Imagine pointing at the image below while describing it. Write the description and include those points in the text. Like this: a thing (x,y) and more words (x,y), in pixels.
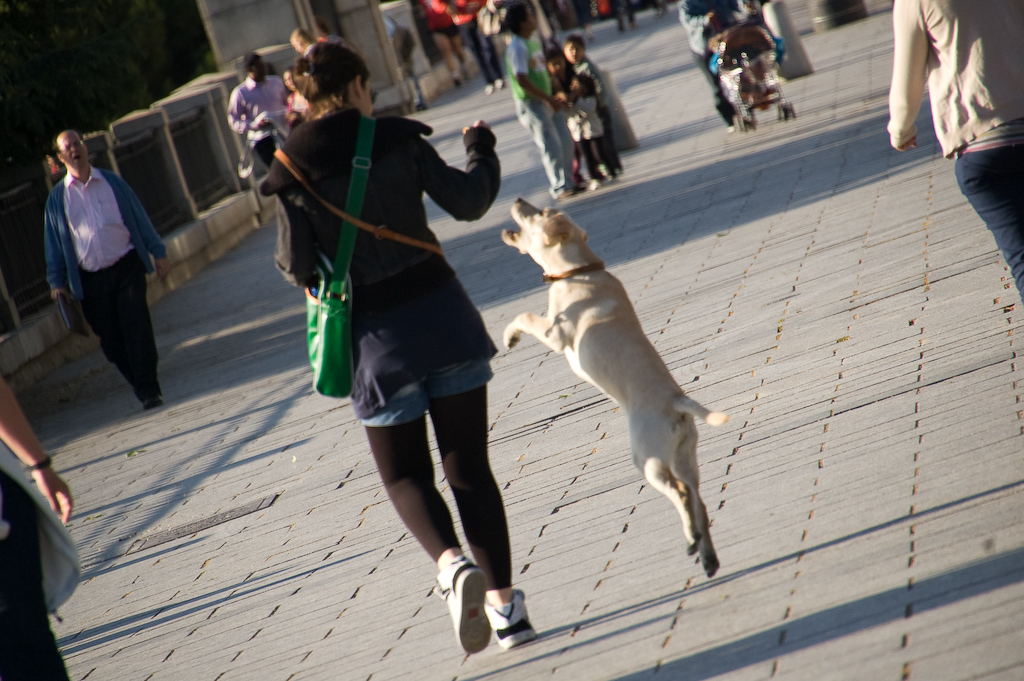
In this image there are people (972,190) walking on the road (929,315). There is also a dog (622,343). On the left (132,72) there are trees (143,78) and also fence (166,154).
